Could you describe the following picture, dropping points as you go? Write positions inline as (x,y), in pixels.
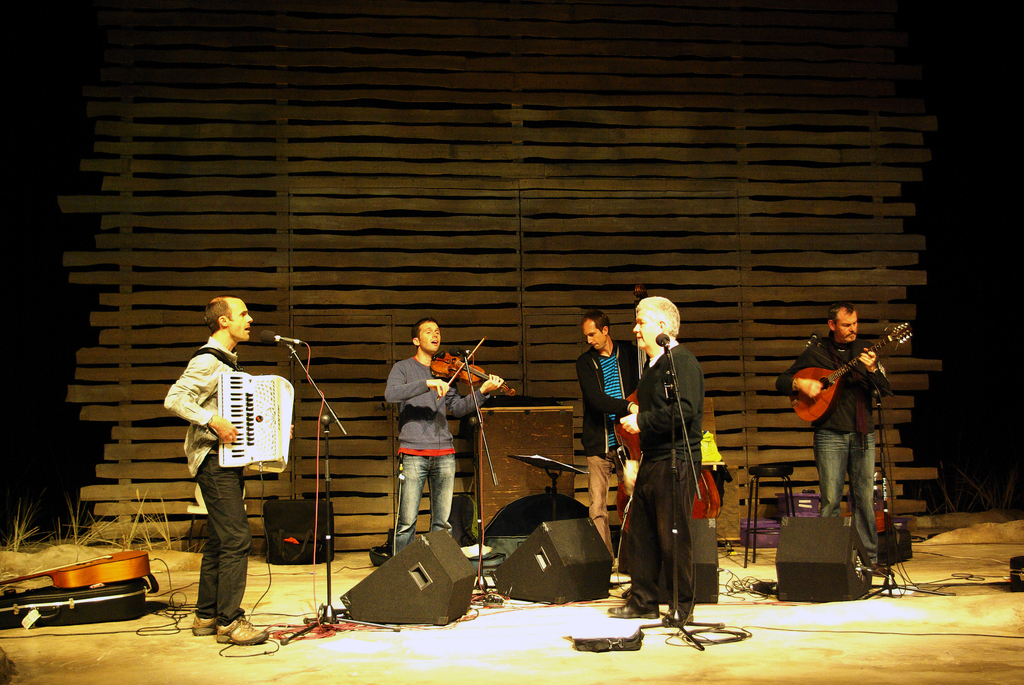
In this picture there are group of people (868,341) on the stage (258,668), they are performing the music event, there are different music instrument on the stage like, guitars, accordion (281,449), and violin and there is a mic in front of them and there are speakers (854,556) around the stage (406,647).
